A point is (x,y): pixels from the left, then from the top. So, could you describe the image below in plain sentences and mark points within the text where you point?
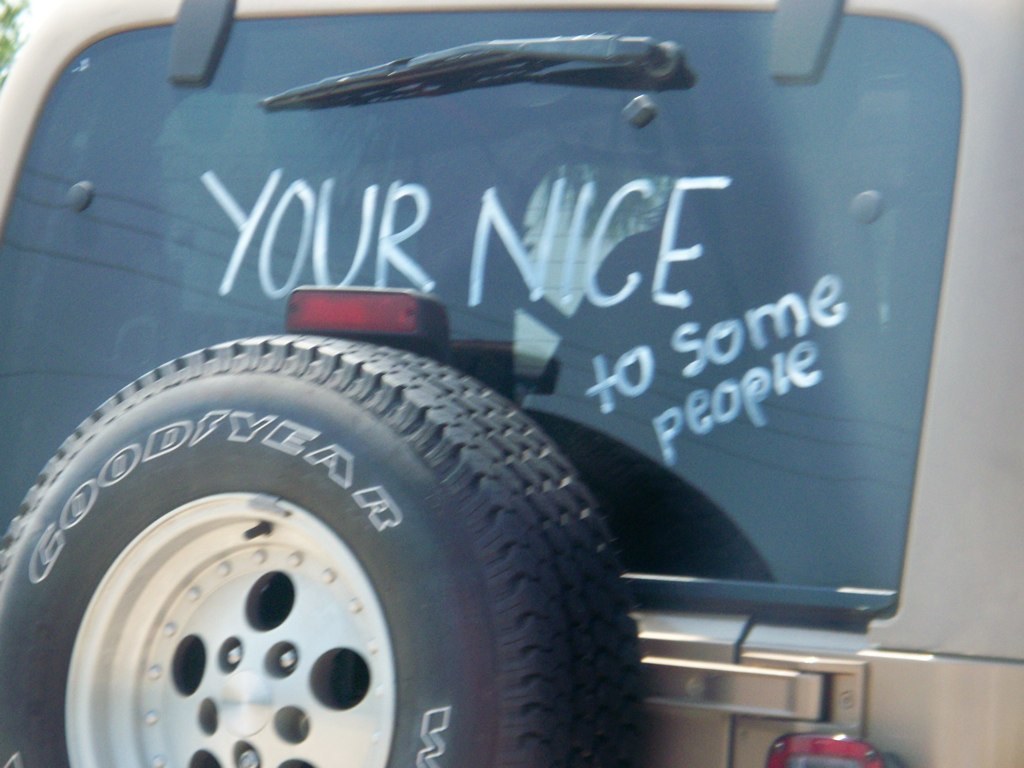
In this image I can see a back window (742,265) of vehicle (553,491), on which I can see text (807,286) and there is a Tyre (366,451) attached to the window (696,569).
